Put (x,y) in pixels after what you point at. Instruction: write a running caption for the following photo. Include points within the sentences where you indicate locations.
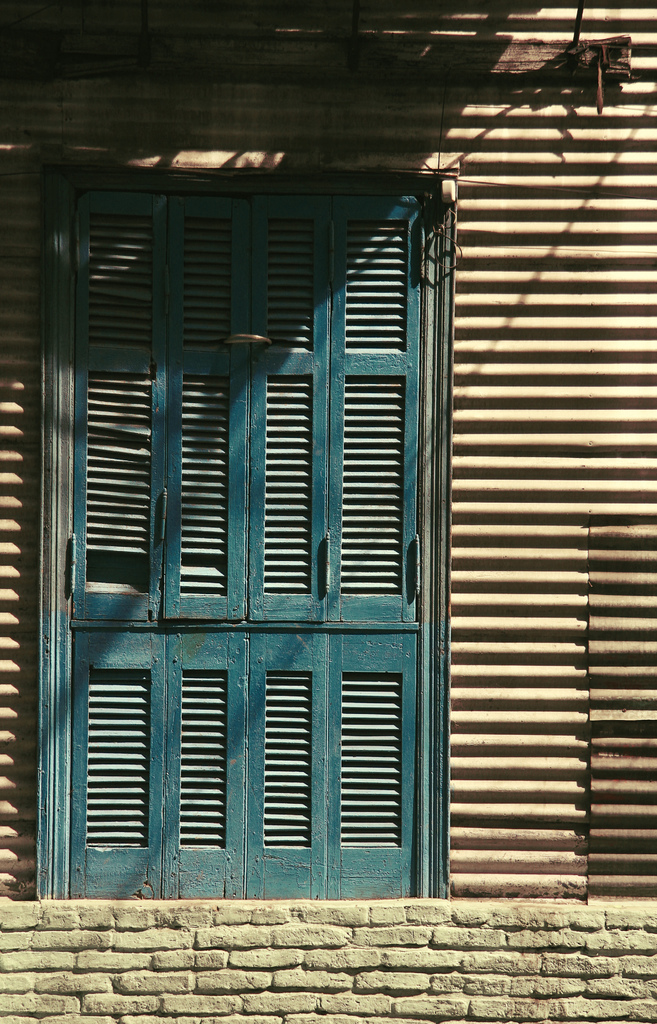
In this image in the front (300,978) there is a wall (334,972) and there are windows (222,602).
